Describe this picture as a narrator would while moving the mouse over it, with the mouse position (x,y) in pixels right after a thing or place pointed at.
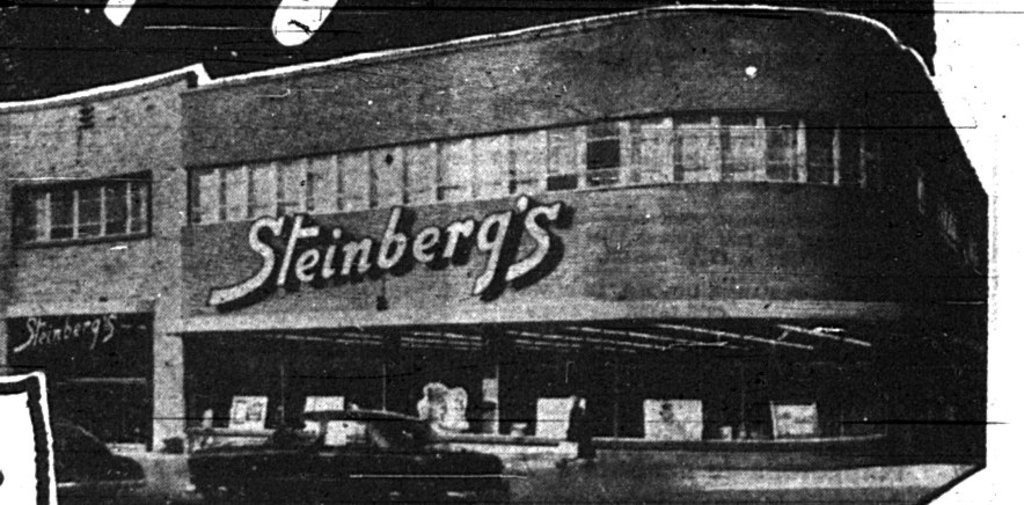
Here in this picture we can see a poster (587,140), on which we can see a building (208,138) with windows (111,183) and we can also see a car (281,433) present on the road (217,503).
